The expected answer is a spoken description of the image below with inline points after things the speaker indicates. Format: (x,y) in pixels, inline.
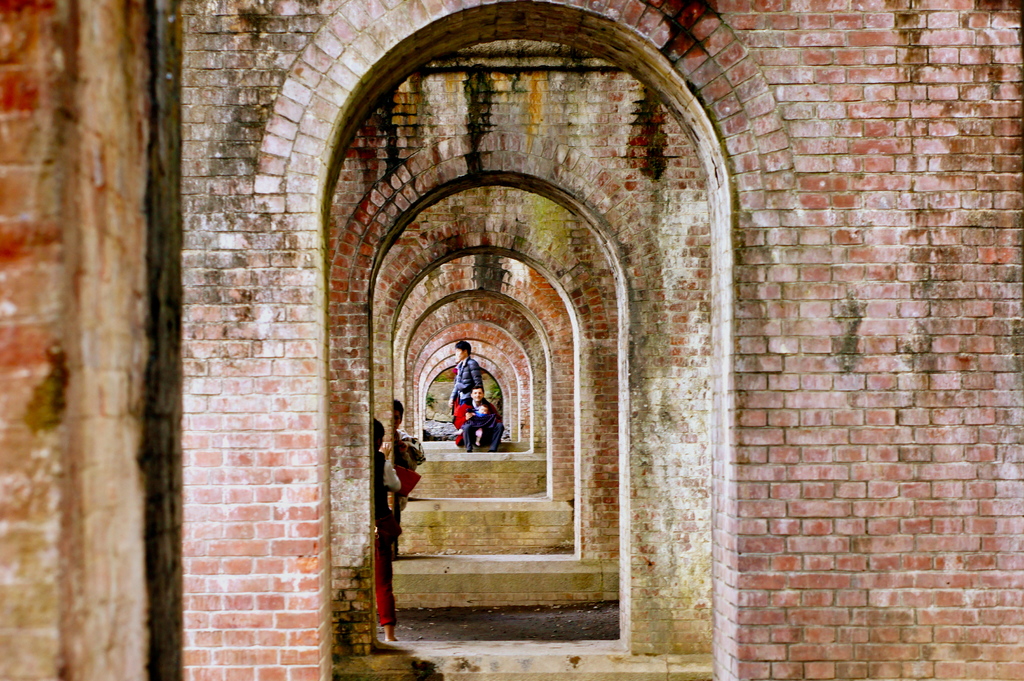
In this image we can see an architecture (888,108) with many walls (817,560) and the arches (506,179) and we can see the group of people (479,409) and many other items (436,429).
